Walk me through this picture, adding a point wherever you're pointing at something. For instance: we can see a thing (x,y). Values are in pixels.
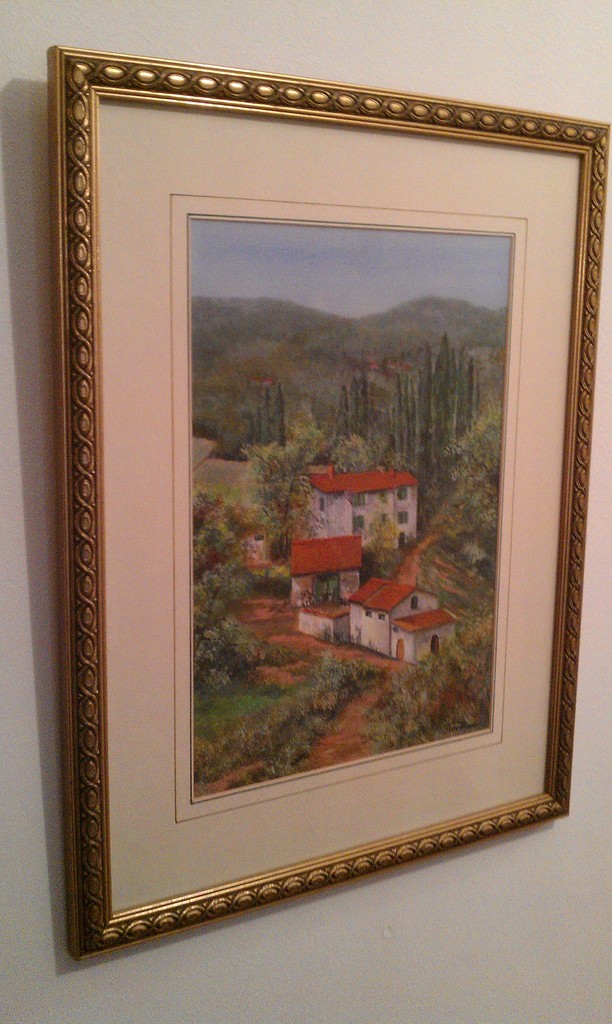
In this picture there is a frame (462,225) on the wall (321,1009). On the frame (153,235) there are pictures (369,526) of buildings (291,549) and trees (291,504) and mountains (403,344). At the top (403,267) there is sky (403,267). At the bottom (328,751) there is grass (312,732) and there is ground (334,740).
